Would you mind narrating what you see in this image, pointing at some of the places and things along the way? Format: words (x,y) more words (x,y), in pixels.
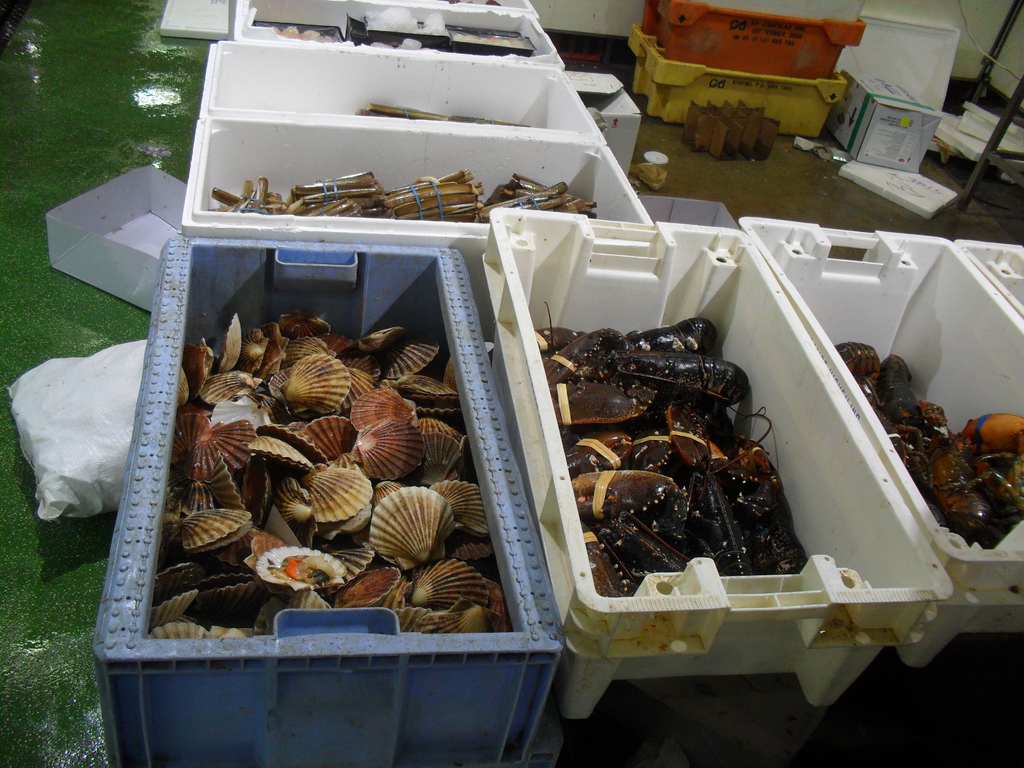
In the image we can see there many containers (729,272), in the container (560,324) there are seafood (373,456), this is a floor (49,100), box (102,212) and this is a cable wire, we can see there are other objects (1000,43).
